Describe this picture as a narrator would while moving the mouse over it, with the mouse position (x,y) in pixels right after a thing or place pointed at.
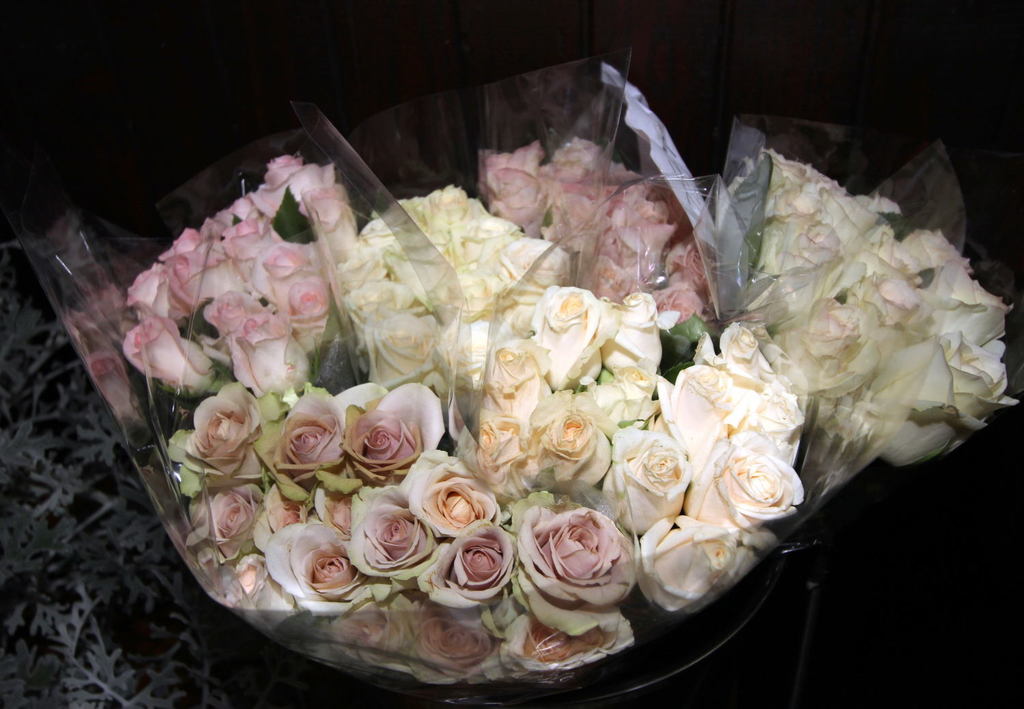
In this picture I can there are some flowers (511,607), there are pink and white roses (428,414), wrapped in a plastic sheet (411,267).
